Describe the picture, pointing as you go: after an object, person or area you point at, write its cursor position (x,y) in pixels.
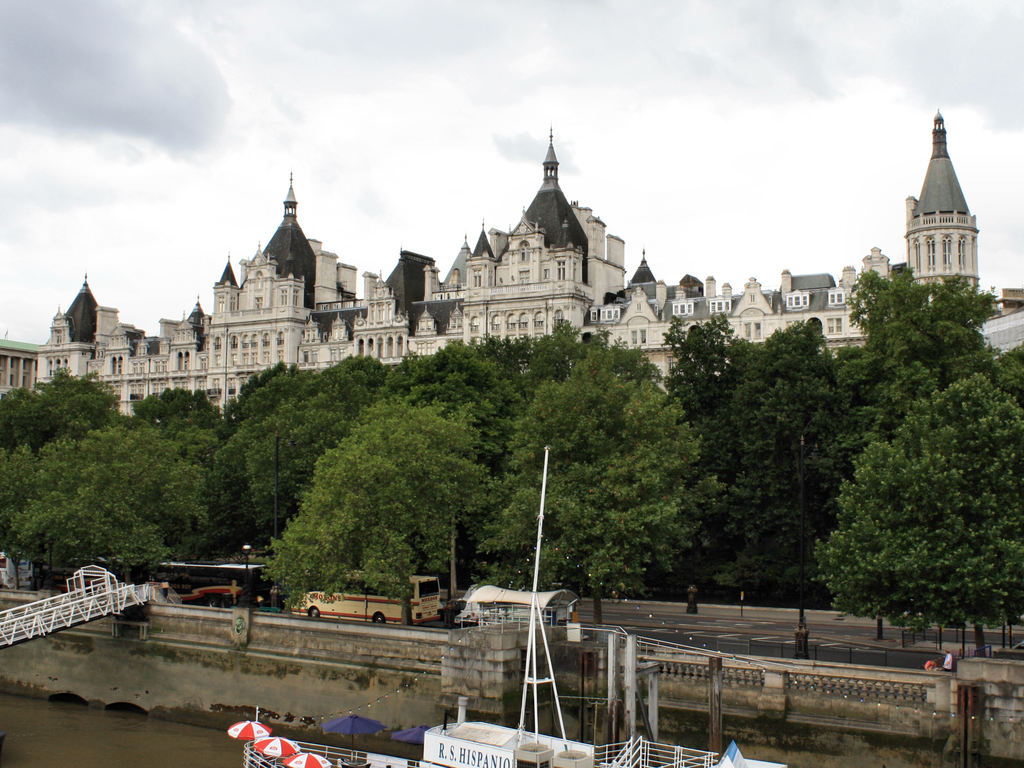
At the bottom (448,567) there are trees (379,573) and few vehicles (427,599) are moving on the road (822,636), in the middle (479,289) there are very big buildings (335,262). At the top (297,111) it is the sky (425,103).
